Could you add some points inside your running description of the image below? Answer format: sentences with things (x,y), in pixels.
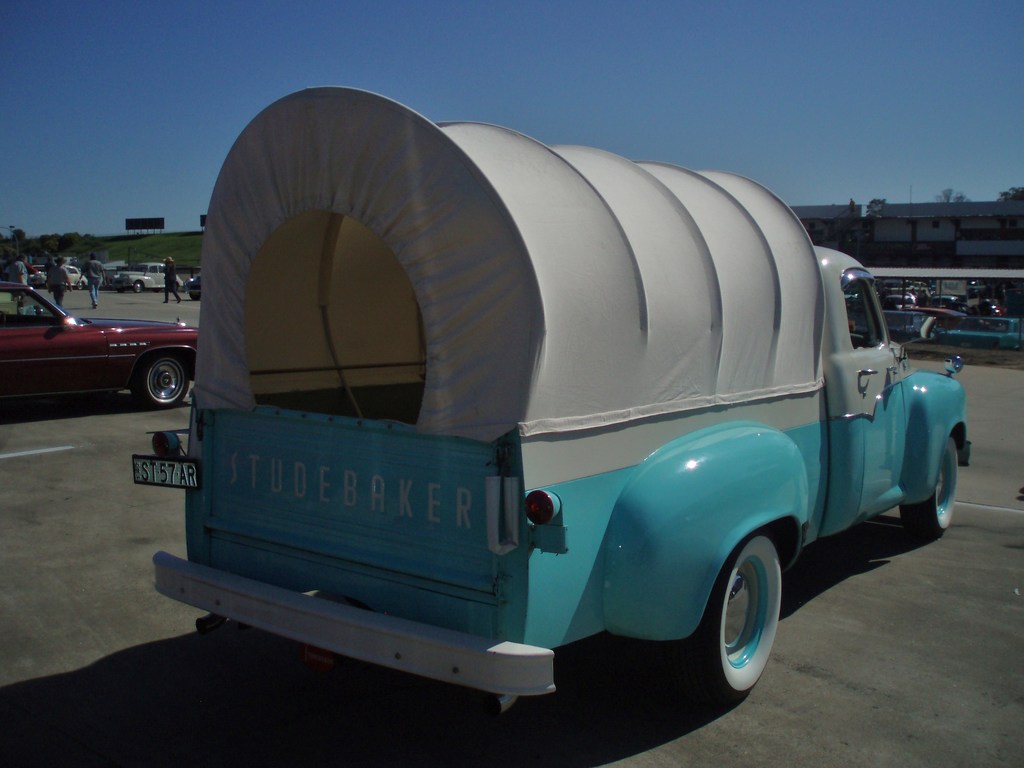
In this image we can see a few vehicles (351,410) and people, there are some buildings (816,210), poles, trees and board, also we can see a shed (917,273), in the background (178,232) we can see the sky (178,216).
